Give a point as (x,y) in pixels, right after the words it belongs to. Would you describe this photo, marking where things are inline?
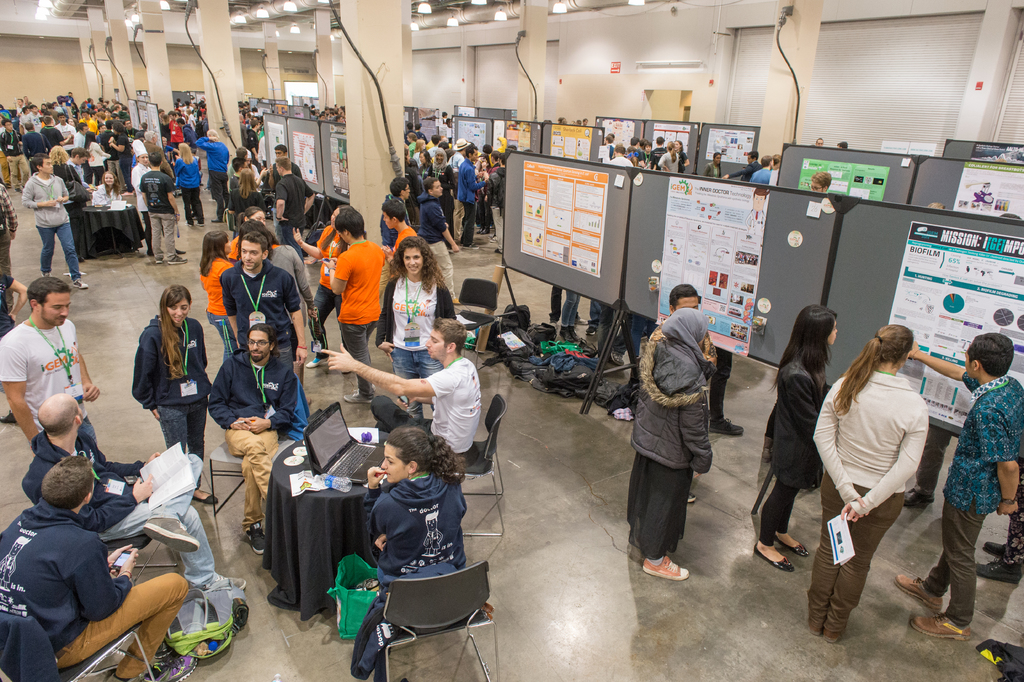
In the image there are many people (226,195) standing. And there are few people (278,440) sitting on the chairs (488,449). On the tables (303,497) there are laptops (331,424), bottles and some other things (295,485). And also there are pillars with wires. In the background (703,48) there is a wall (485,70) with sign posters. At the top of the image (286,16) there is ceiling (442,7) with lights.
